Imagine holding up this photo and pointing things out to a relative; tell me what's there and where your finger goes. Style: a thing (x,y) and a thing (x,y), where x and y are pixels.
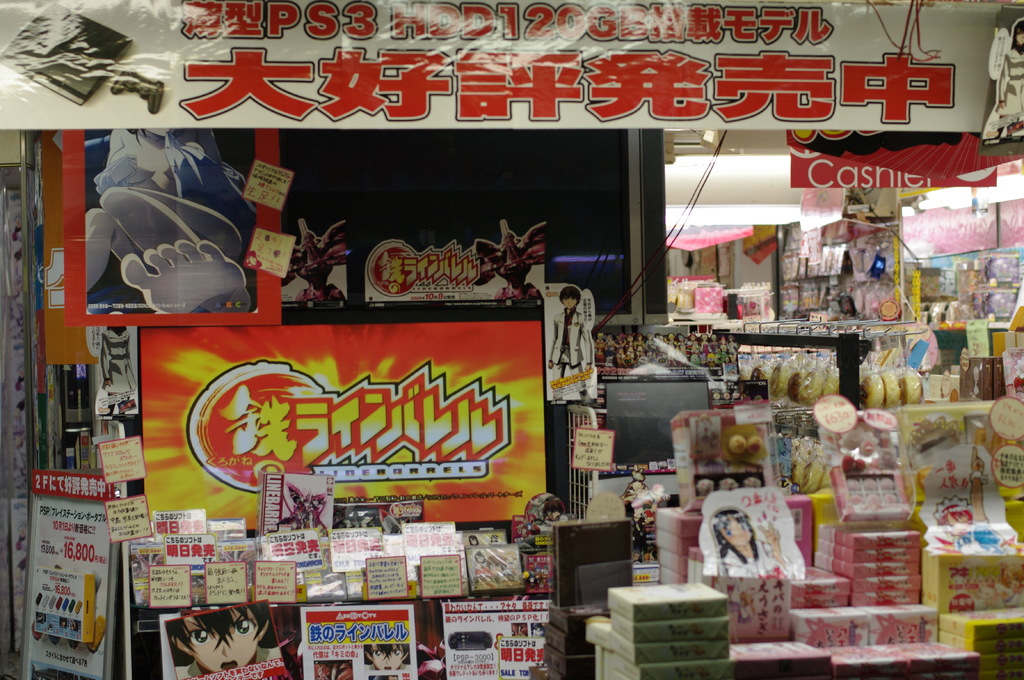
In the image we can see the shop (567,332), in the shop (631,385) we can see there are many items (802,508) kept. Here we can see the poster (338,626) and text (350,631) on it. Here we can see the lights (726,220) and the cable wires (687,207).
